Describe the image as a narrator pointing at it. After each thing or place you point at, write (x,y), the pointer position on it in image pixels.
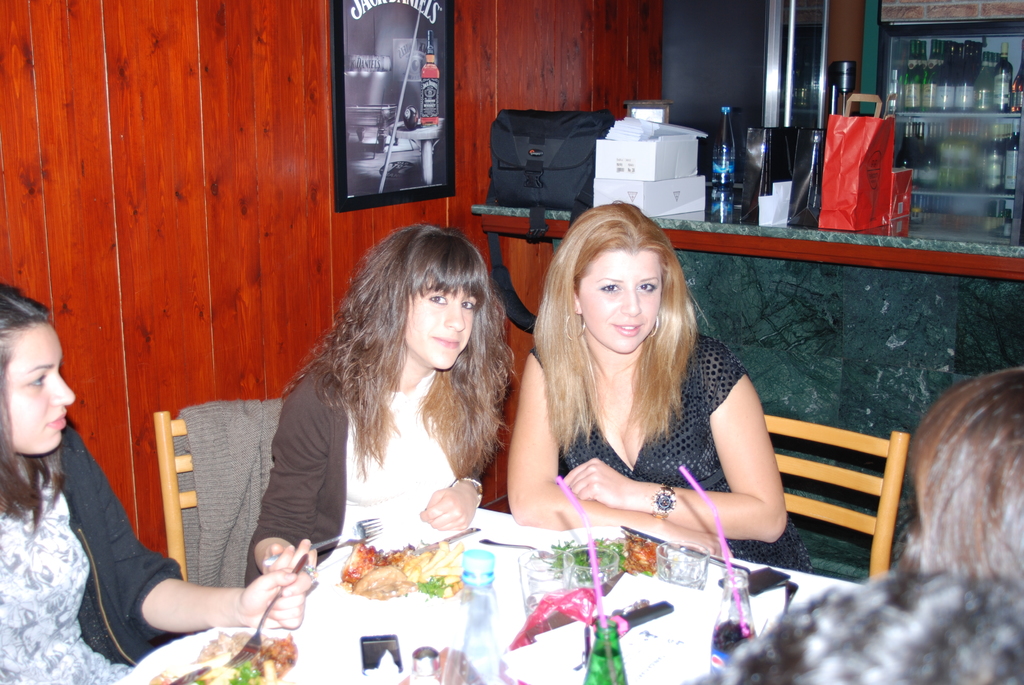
In this image we can see a persons (953,443) sitting around table (379,563). On the table (676,609) there is food (383,561), forks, glasses (542,578), drinks (488,644) and bottles (476,638). In the background (450,169) there is a wall (282,168), photo frame (415,78), bottles (921,94), refrigerator (962,229) and some objects (778,203) on the counter top (918,229).
